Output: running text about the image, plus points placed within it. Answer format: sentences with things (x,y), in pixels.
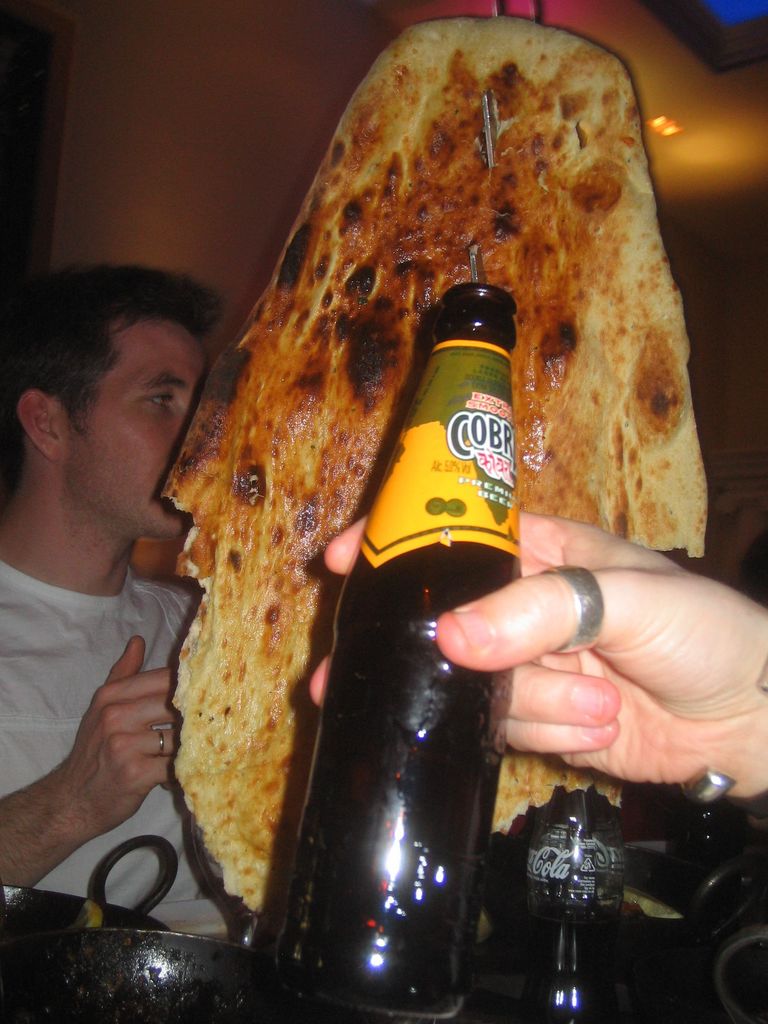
Here is the man (82,725) wearing white T-shirt (79,691) and sitting. This looks like a food item (404,230) hanging. This is a beer bottle (380,657) which is brown in color. This bottle (401,657) is holded by a person (651,603) in their hand (579,657). Here is another glass bottle (583,878) placed on the table (648,975). I can see utensils (102,931) here.
